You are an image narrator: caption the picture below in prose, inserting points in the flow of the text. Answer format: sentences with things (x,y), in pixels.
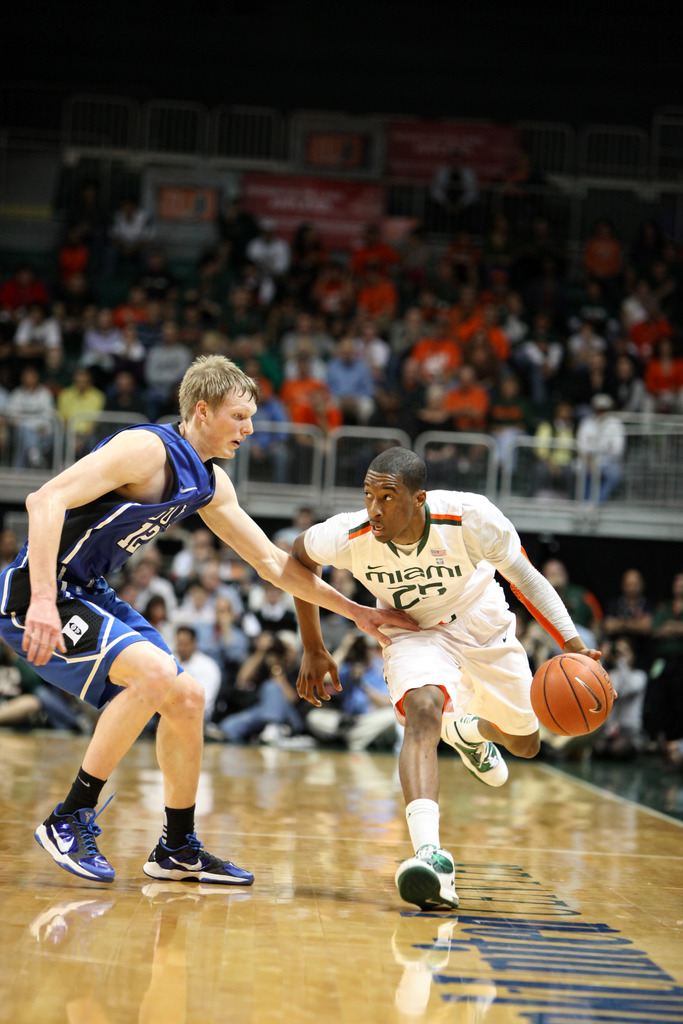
In the given picture, we can see two basketball players (194,485) playing the game, after that we can see the spectators (376,357).
